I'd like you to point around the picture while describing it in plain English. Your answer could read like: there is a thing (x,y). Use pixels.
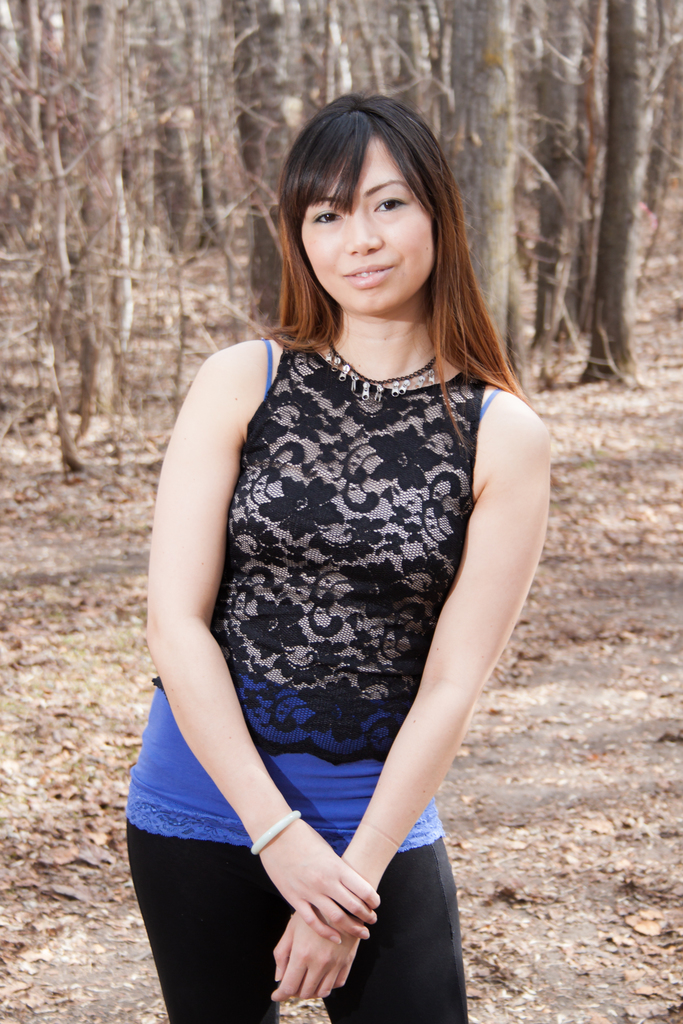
In this picture I can see a woman (410,520) in front (394,225) who is standing and in the background (113,596) I see the ground (81,572) on which there are number of trees (627,181).
